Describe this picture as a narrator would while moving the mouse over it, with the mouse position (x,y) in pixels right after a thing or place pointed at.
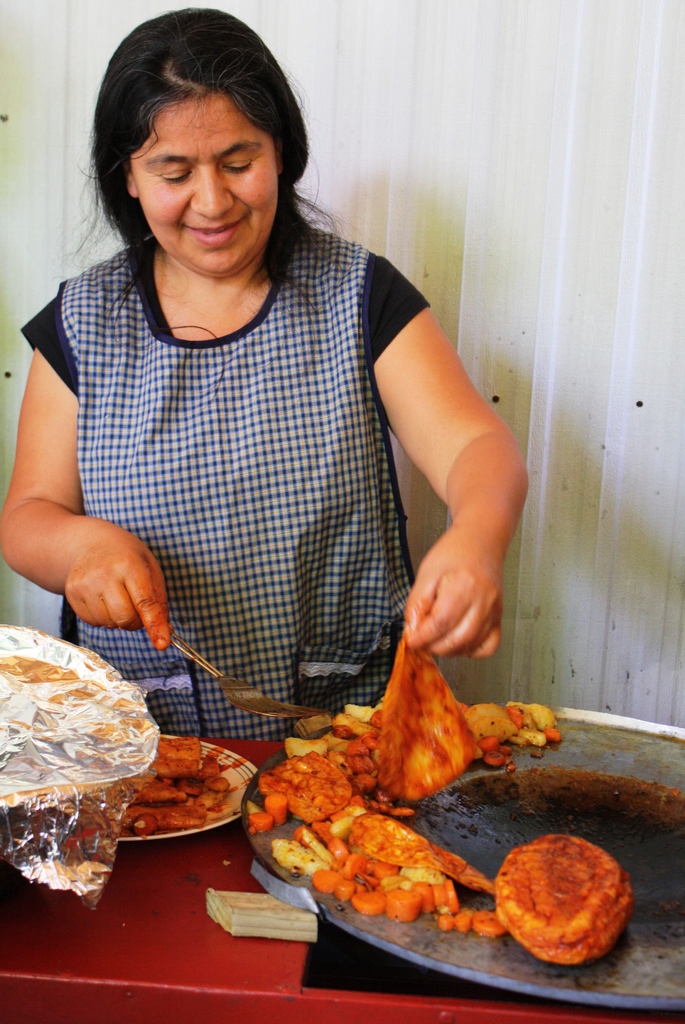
In this picture we can see a woman (161,365) is holding an object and food item (392,674). In front of the woman (175,603) it looks like a table (114,985) and on the table (97,934) there is a pan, aluminium foil (43,747) and plate (227,809). On the plate (191,804) and the pan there are some food items (188,819). Behind the woman (269,412) there is an iron wall (532,315).
